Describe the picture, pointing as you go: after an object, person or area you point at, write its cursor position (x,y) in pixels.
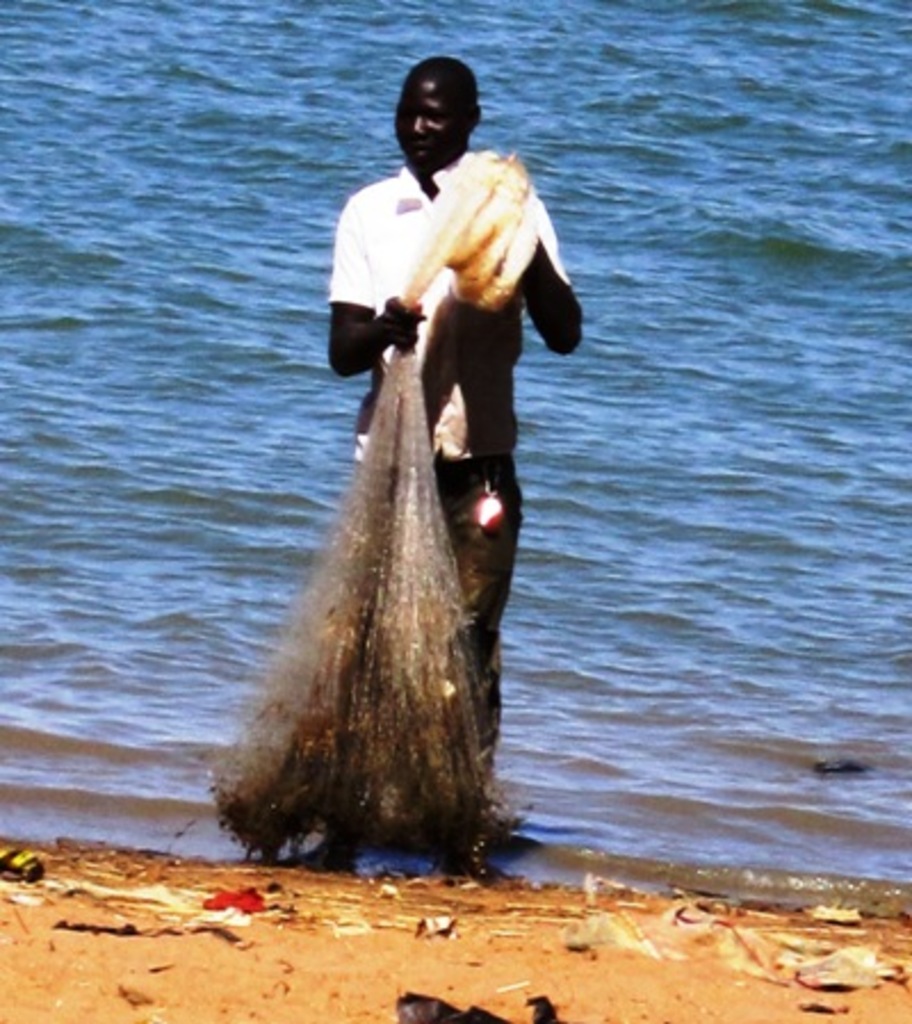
This image is taken outdoors. At the bottom of the image (634,990) there is a ground (764,962). In the background (147,839) there is a sea (259,438). In the middle of the image (448,378) a man (407,216) is standing on the ground (292,973) and he is holding a net (431,629) in his hands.
